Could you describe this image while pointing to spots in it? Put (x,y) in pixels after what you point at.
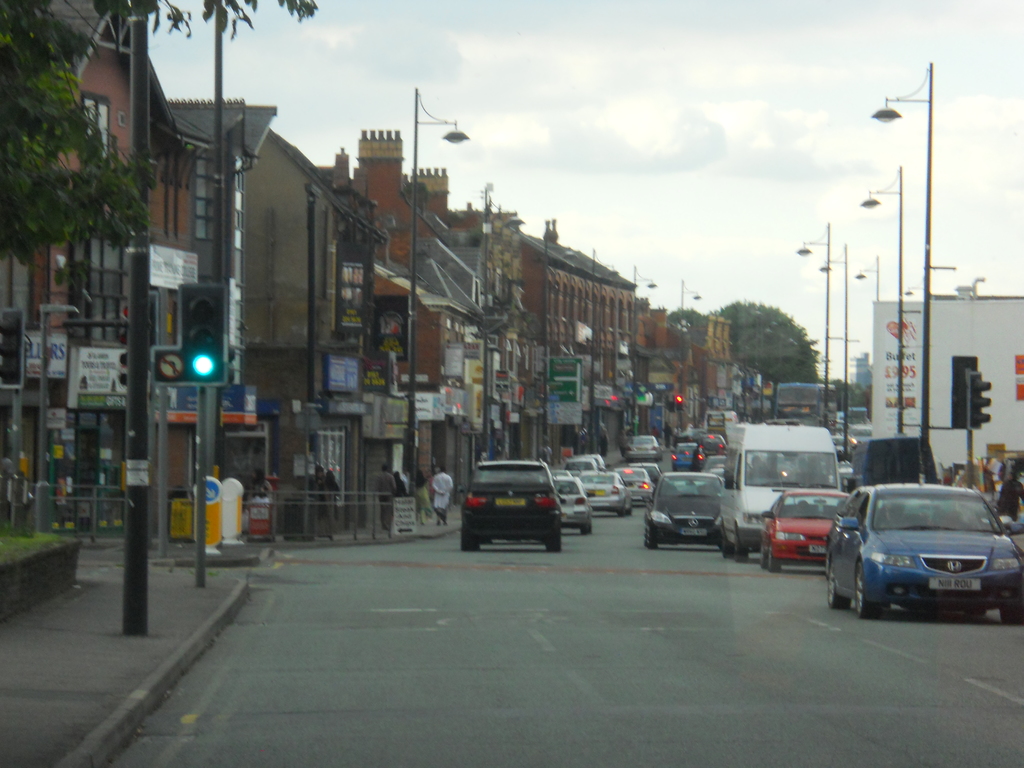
In this picture we can see the sky (687,49). On either side of the road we can see the light poles (847,344). In this we can see the trees (797,361) and few objects (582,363). On the left side of the picture (187,393) we can see the buildings (17,290), windows (123,255), boards (182,254), hoardings (156,250), traffic signals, railings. In this picture we can see the people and we can see the vehicles (944,515) on the road (907,697).
